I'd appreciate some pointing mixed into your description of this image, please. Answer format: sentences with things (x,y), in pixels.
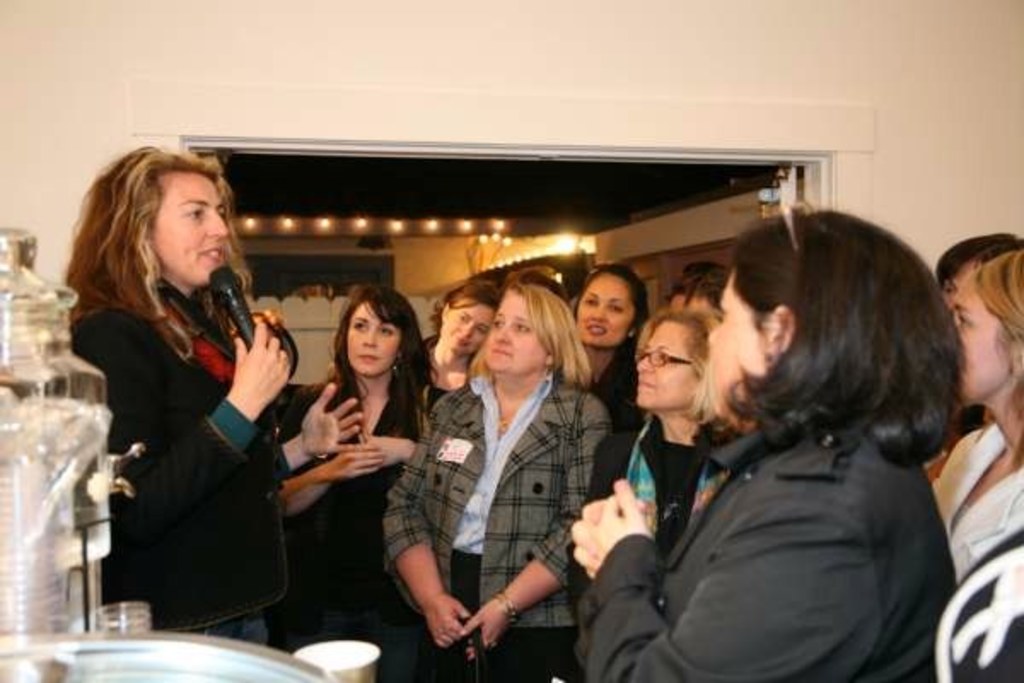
In this image, we can see a group of people (929,508) wearing clothes (411,477). There is a person (205,402) on the left side of the image (178,341) holding a mic (223,303) with her hand (265,365). There are some glasses (14,592) in the bottom left of the image (12,534).
